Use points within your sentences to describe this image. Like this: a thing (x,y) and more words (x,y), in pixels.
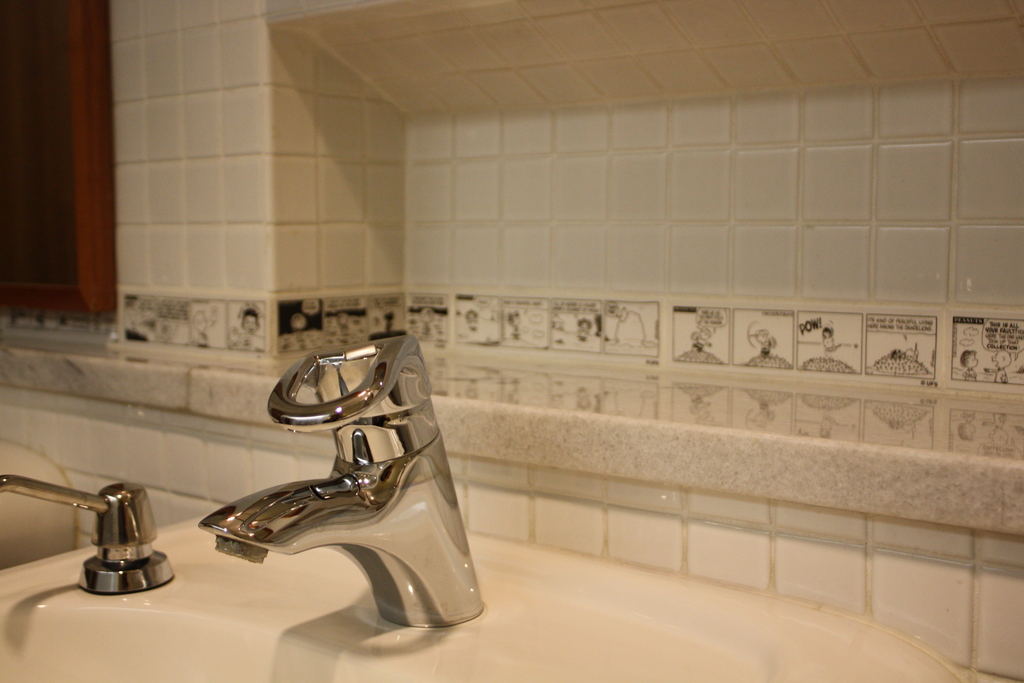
In this image there are taps (124,581) on the sink (243,580), behind the taps (143,513) there are comic strip tiles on the tile wall (410,283).
